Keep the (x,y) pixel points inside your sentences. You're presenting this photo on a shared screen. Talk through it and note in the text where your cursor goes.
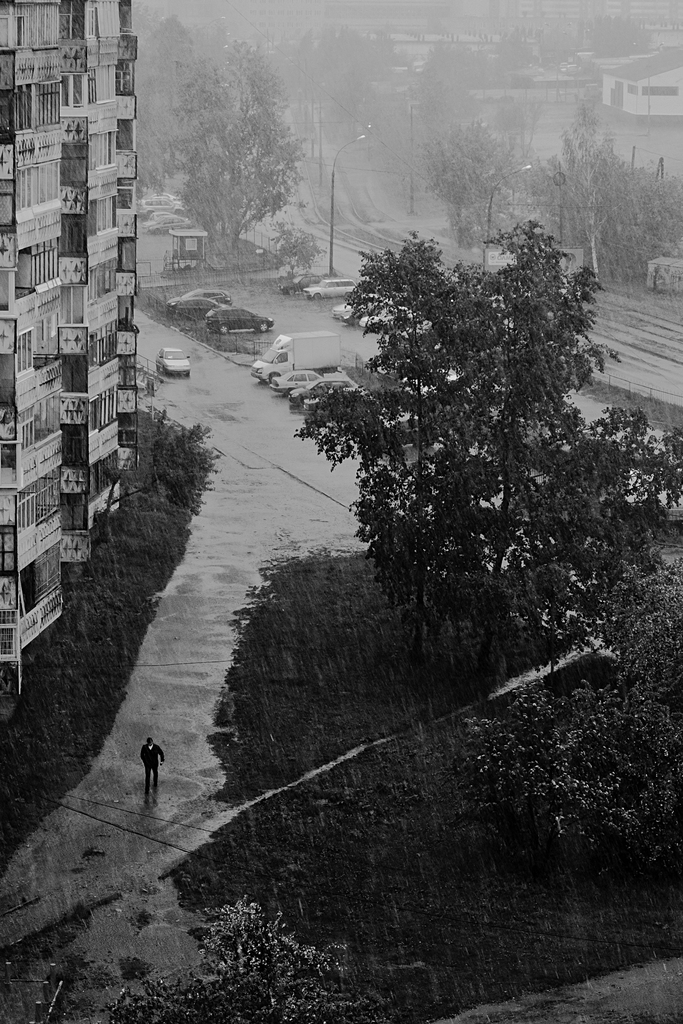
I can see this is a black and white picture. There are trees (677,742), buildings (38,398), poles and vehicles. Also there is grass (359,626) and there is a person (153,760).
